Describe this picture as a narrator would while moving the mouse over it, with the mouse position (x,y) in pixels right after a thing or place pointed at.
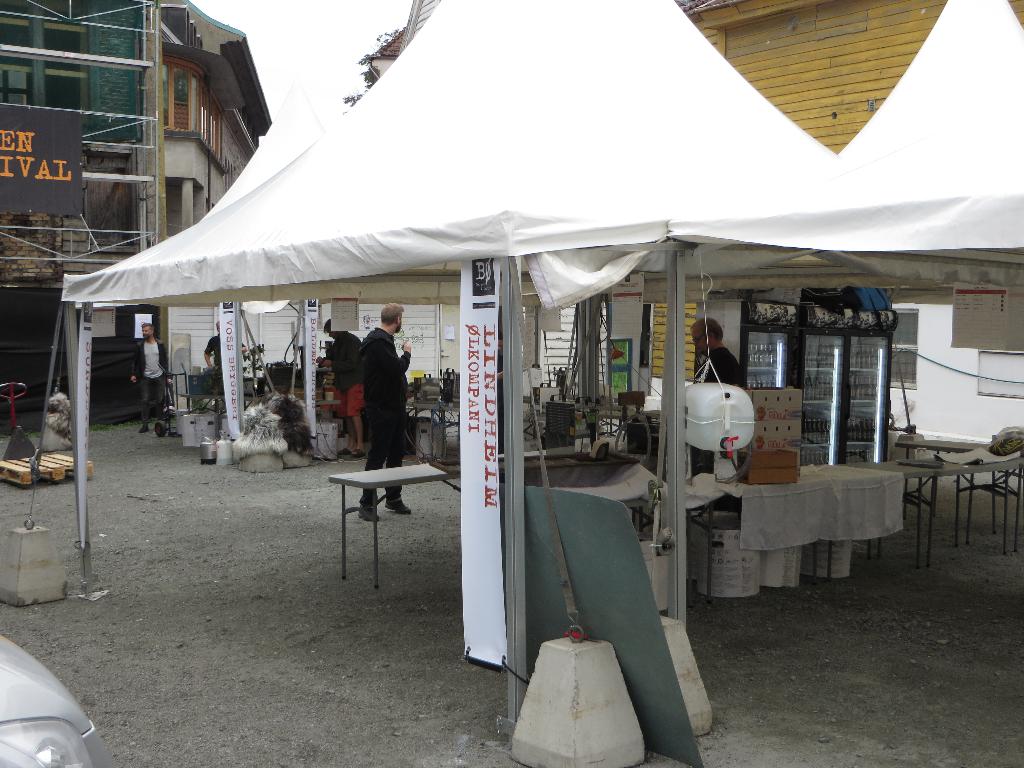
This is a tent (423,128). There are few people (142,397) here on the floor (417,519). In the background (276,342) we can see buildings (850,45), sky (297,39).
